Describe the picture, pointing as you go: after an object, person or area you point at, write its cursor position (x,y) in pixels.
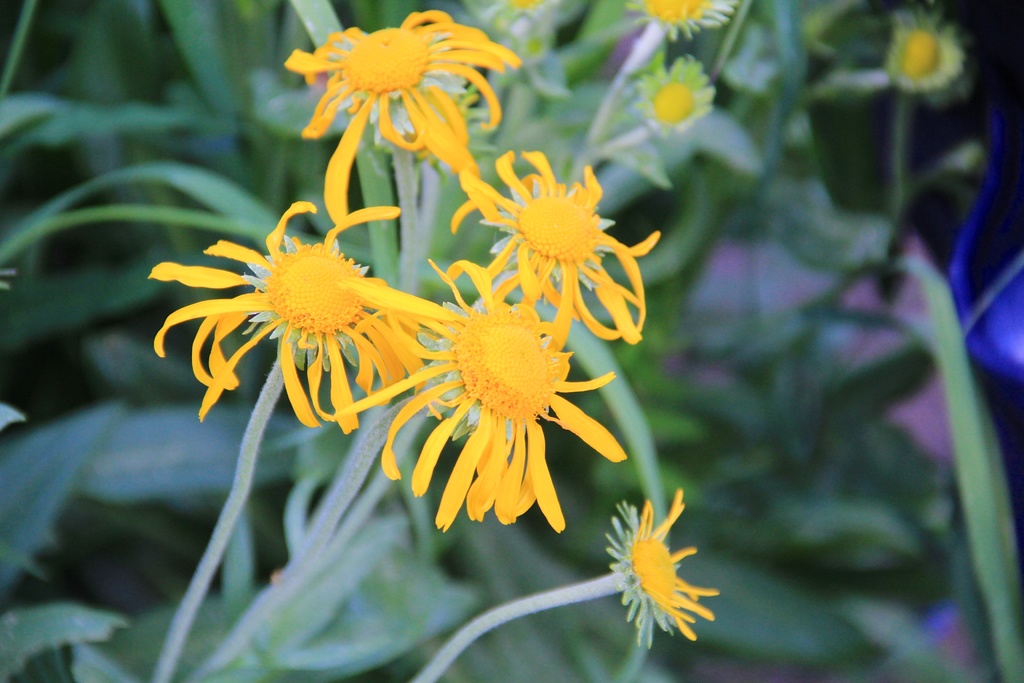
In this image I see plants (877,68) and I see flowers (367,356) which are of yellow in color and I see that it is blurred in the background (353,25).
